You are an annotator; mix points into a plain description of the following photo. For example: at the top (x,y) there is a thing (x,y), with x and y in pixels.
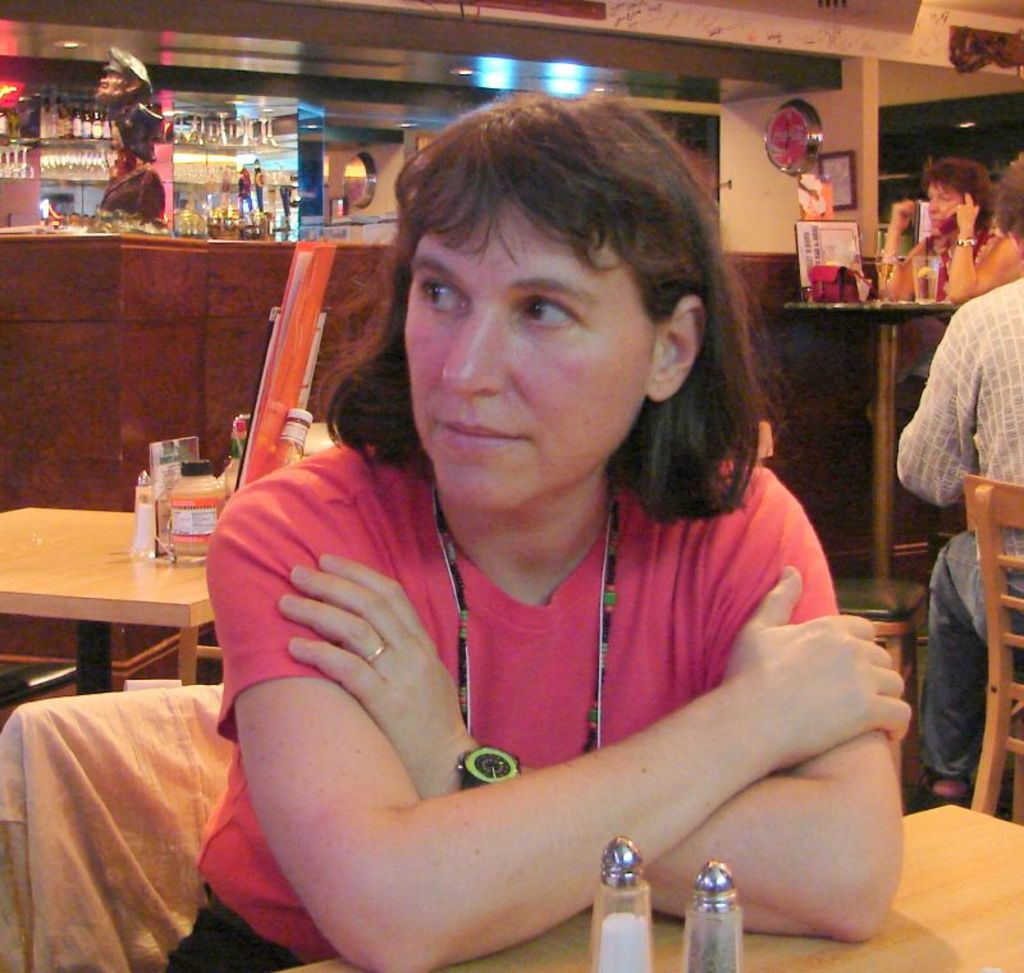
As we can see in the image there is a wall (781,99), photo frame (843,175), sign (792,108), shelves (238,150) filled with bottles (18,131), doll (150,169), few people (655,364) sitting on chairs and there are tables (825,954). On table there is a handbag (838,299), glass (885,284), mug (936,277) and bottles (176,480).
